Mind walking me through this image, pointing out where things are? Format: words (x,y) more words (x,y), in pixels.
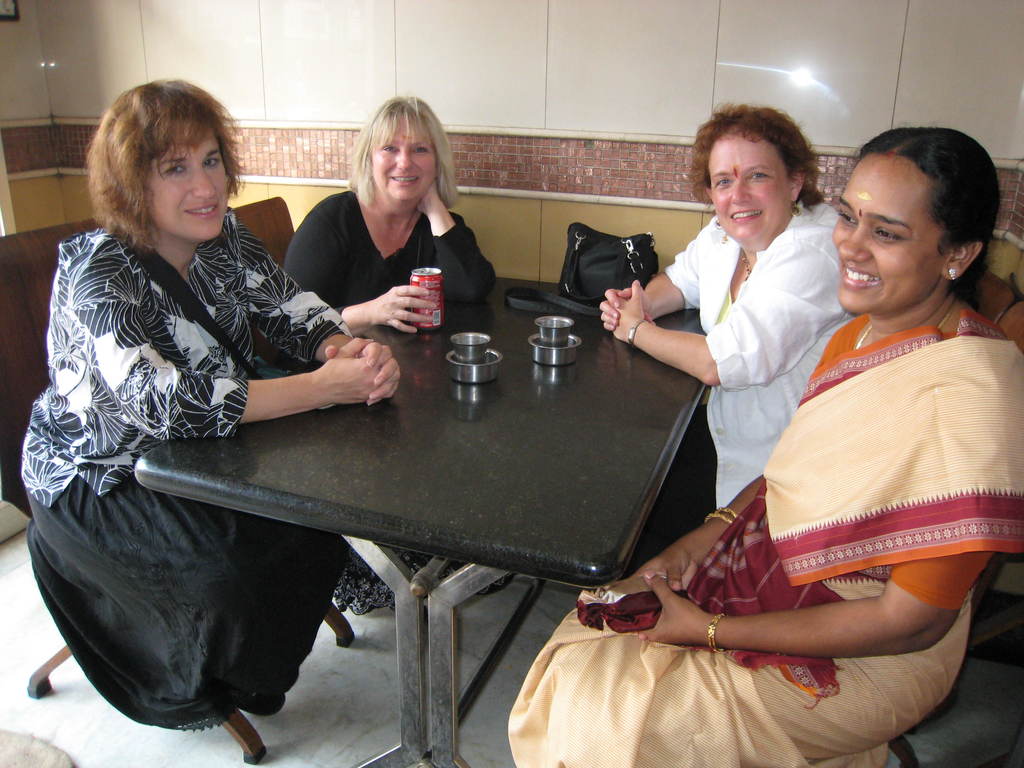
In this picture there are four women (205,249) who are sitting on a chair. There is a coke can (426,309), steel cup (472,363), steel glass (475,351) and a black handbag (563,292) on the table (405,451).
